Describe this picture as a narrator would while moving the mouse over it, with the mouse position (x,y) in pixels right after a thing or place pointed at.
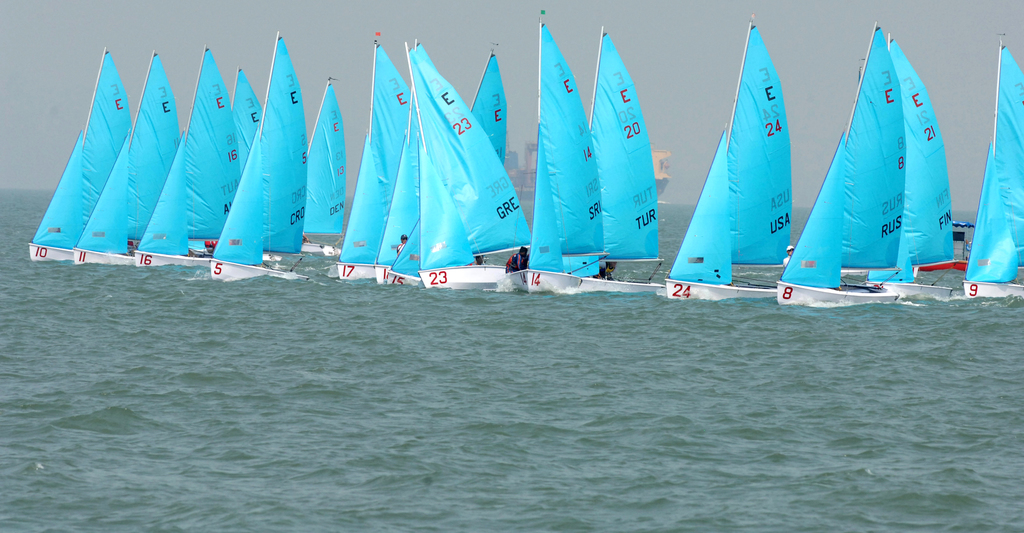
In this picture, there is an ocean (27,223). In the center (491,244), there are boats (732,213) which are in blue in color. On the boats (401,262), there are some people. In the background (679,166) there is a sky (677,153) and a ship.
